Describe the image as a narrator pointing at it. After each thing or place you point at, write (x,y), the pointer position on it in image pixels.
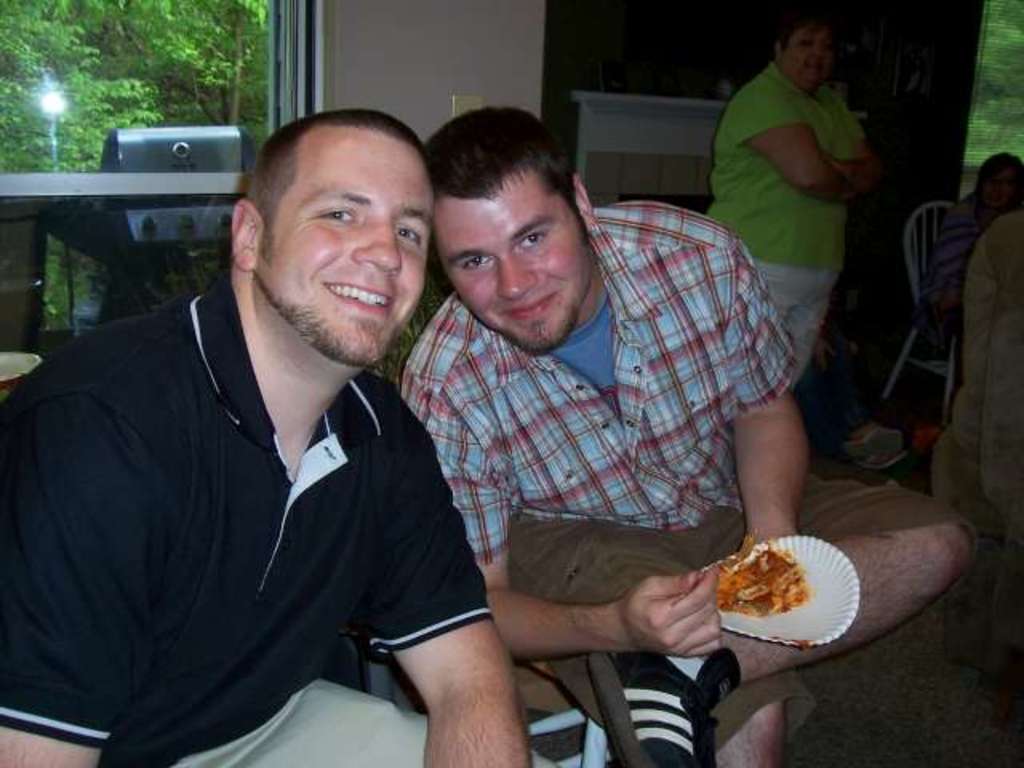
There are two persons (492,495) sitting as we can see at the bottom of this image (566,578). The person (478,576) on the left side (201,580) is wearing black color t shirt (186,589), and the person (607,440) on the right side (714,508) is holding a plate (820,606). There is one other person (838,264) standing, and one person (954,295) is sitting on the chair (925,254) is on the right side of this image (946,268). There is a wall (866,303) in the background (497,87). There is a glass window (109,85) on the left side of this image (96,142). We can see there are some trees (115,89) at the top left corner of this image (168,71).
